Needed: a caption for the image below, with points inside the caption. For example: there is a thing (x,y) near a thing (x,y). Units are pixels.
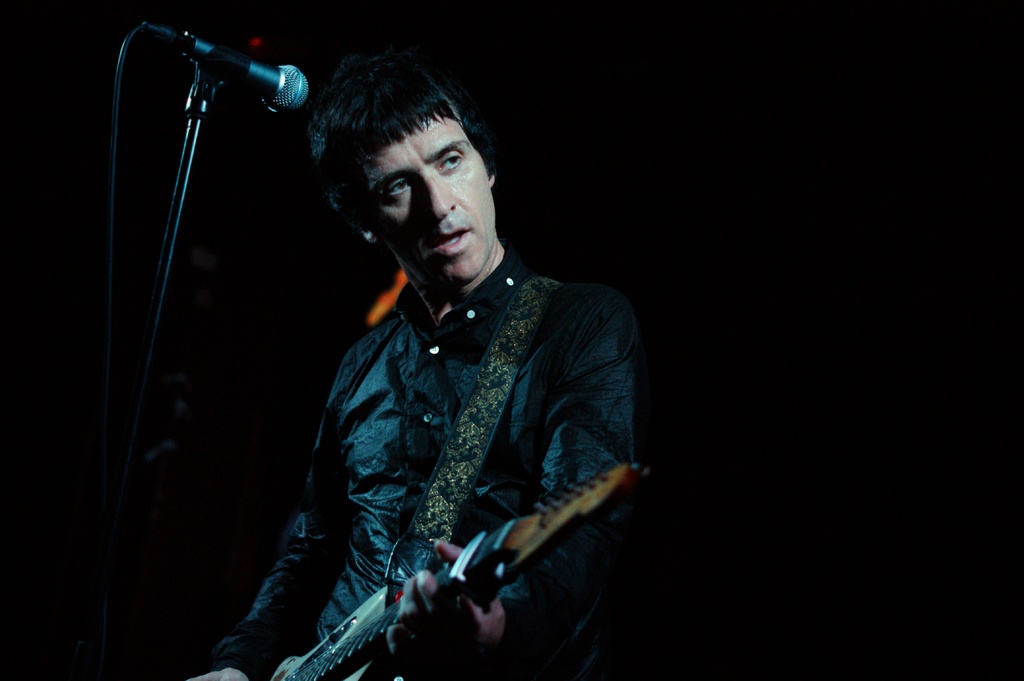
In this image I can see a man (406,422) wearing black color shirt (406,426), holding guitar (370,642) in his hands (416,622). In front of this person (330,135) there is a mike stand (184,194). It seems like he is singing a song.
